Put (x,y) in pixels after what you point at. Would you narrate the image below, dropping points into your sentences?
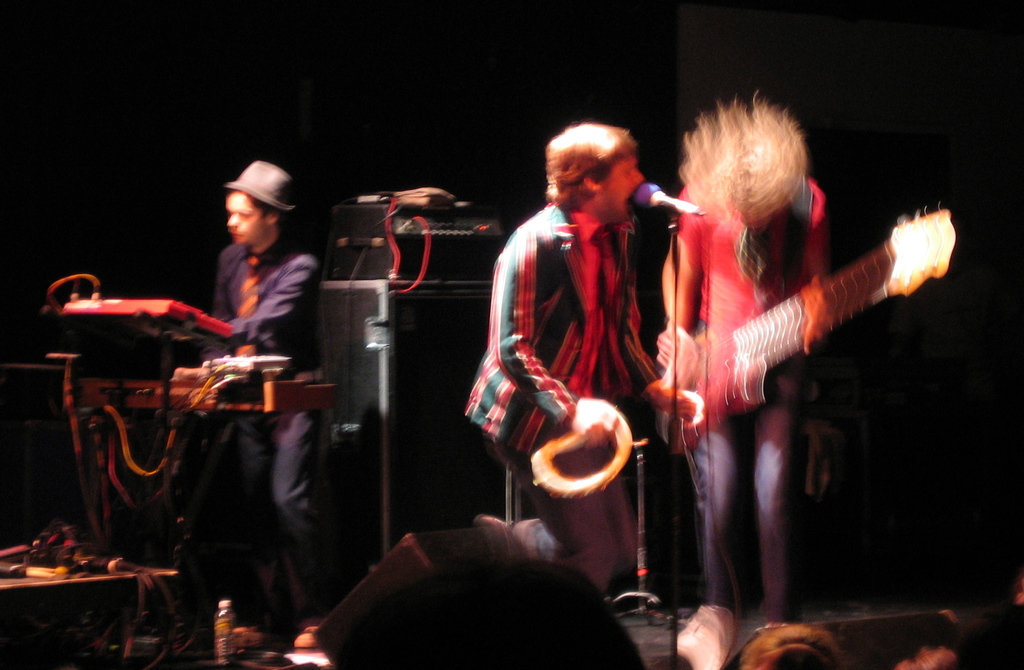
In this image 2 persons (593,262) standing and singing a song and playing a guitar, another man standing and playing an instrument (134,406) and in the back ground (462,238) we have a speakers (445,222), some cables (93,516), table (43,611) and a mike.
